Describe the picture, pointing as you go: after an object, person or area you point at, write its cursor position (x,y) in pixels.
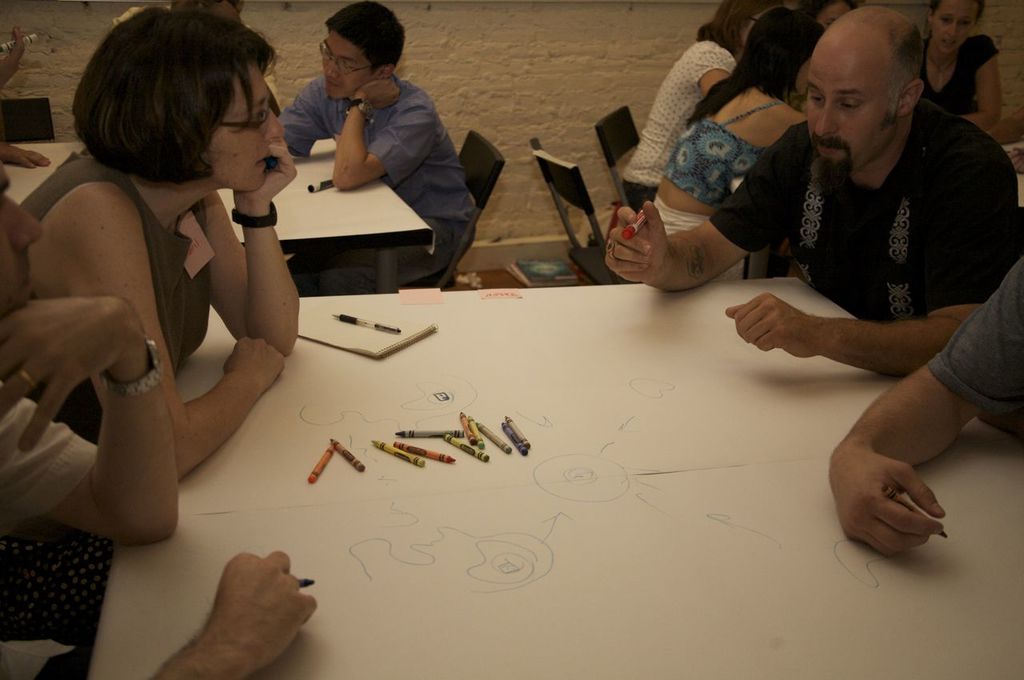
Here we can see few persons (186,139) were sitting on the chair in front of their tables (450,474). On table (478,481) we can see some objects (519,443). Coming to the right side (798,210) one man (798,210) he is holding one marker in his hand (632,243). Coming to the background (494,75) we can see the wall (543,53).
